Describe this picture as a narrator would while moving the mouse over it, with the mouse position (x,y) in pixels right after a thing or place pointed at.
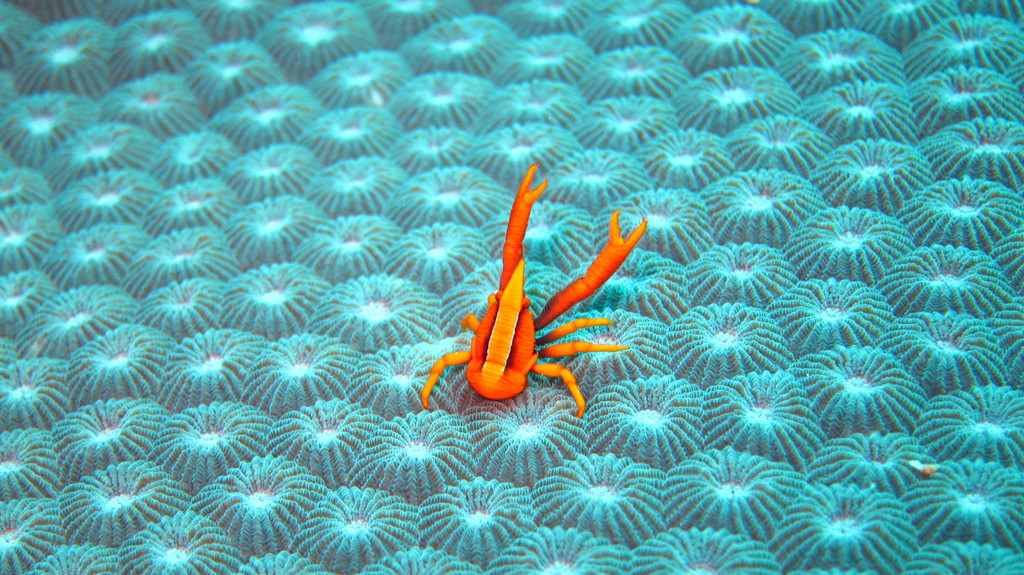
This image looks like animated. In the front (510,331), there is a crab (500,338). At the bottom (482,499), there are corals (499,414). The crab (509,353) is in orange color.
